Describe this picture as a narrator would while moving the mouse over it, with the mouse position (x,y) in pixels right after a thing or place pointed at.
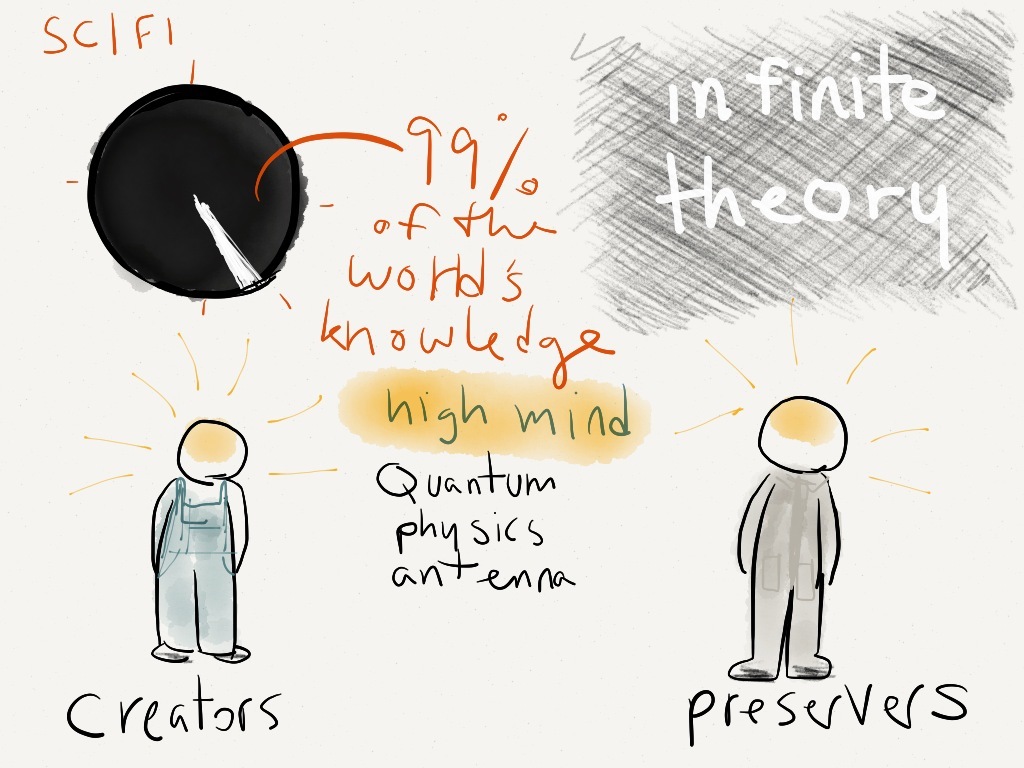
This picture is a poster contains two cartoons (169,502) and text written on it
